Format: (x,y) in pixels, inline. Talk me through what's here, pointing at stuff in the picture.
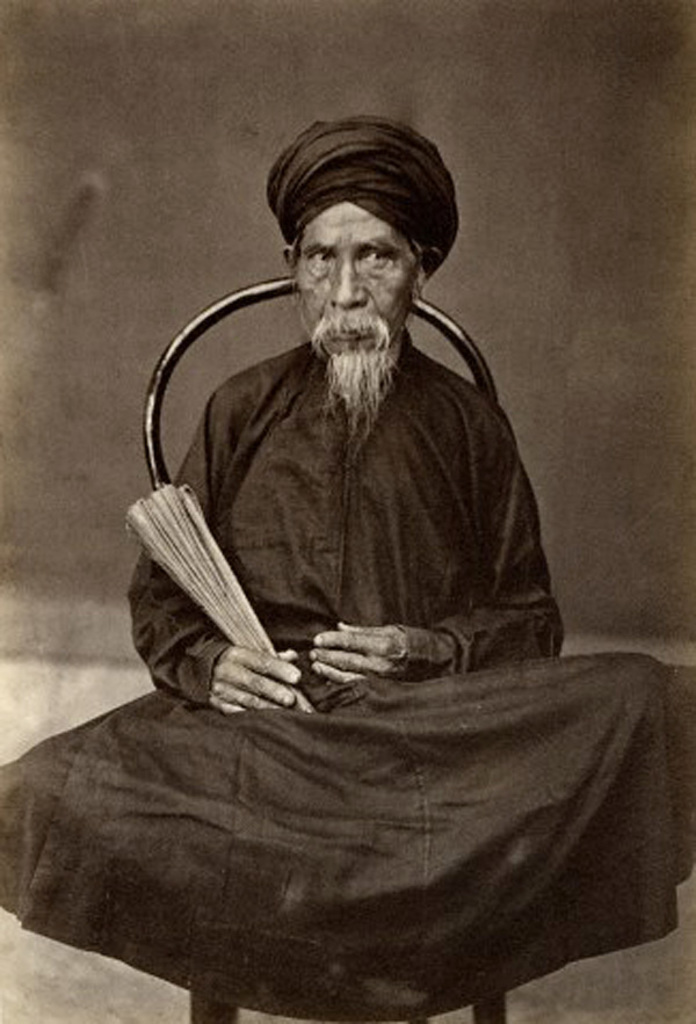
In this image there is an old photograph (292,567) of a person (210,715) sitting in a chair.
